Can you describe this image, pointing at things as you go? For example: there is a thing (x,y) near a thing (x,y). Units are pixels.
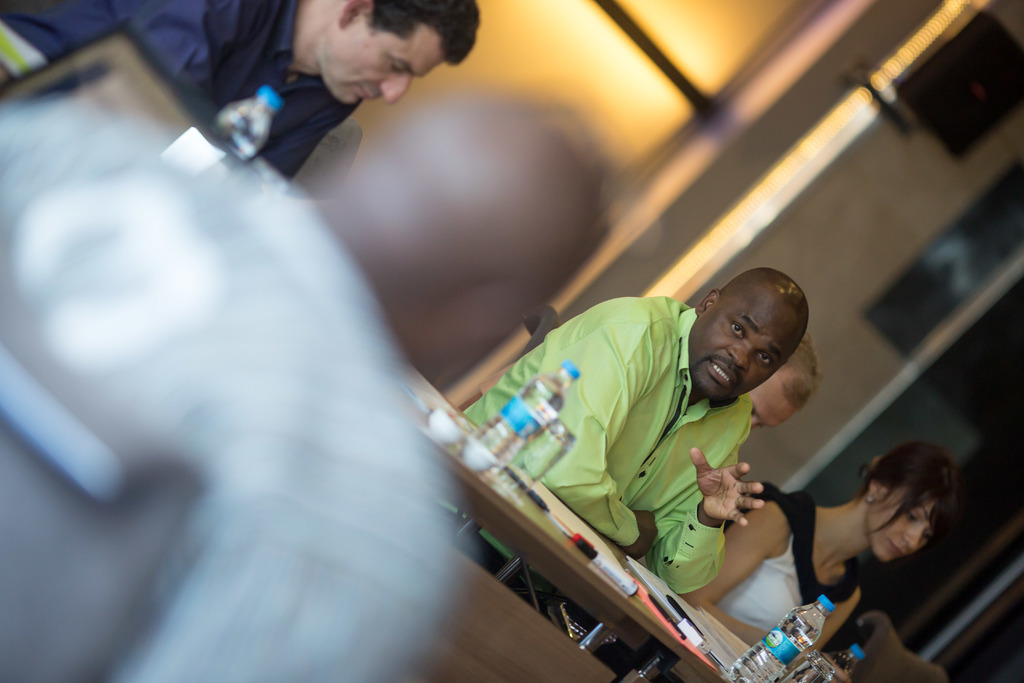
Here we can see few persons (583,430) are sitting on the chairs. This is a table (583,580). On the table (578,572) there are bottles (519,420), glasses (563,430), cups (444,439), and papers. In the background (954,175) we can see a wall (918,220).
